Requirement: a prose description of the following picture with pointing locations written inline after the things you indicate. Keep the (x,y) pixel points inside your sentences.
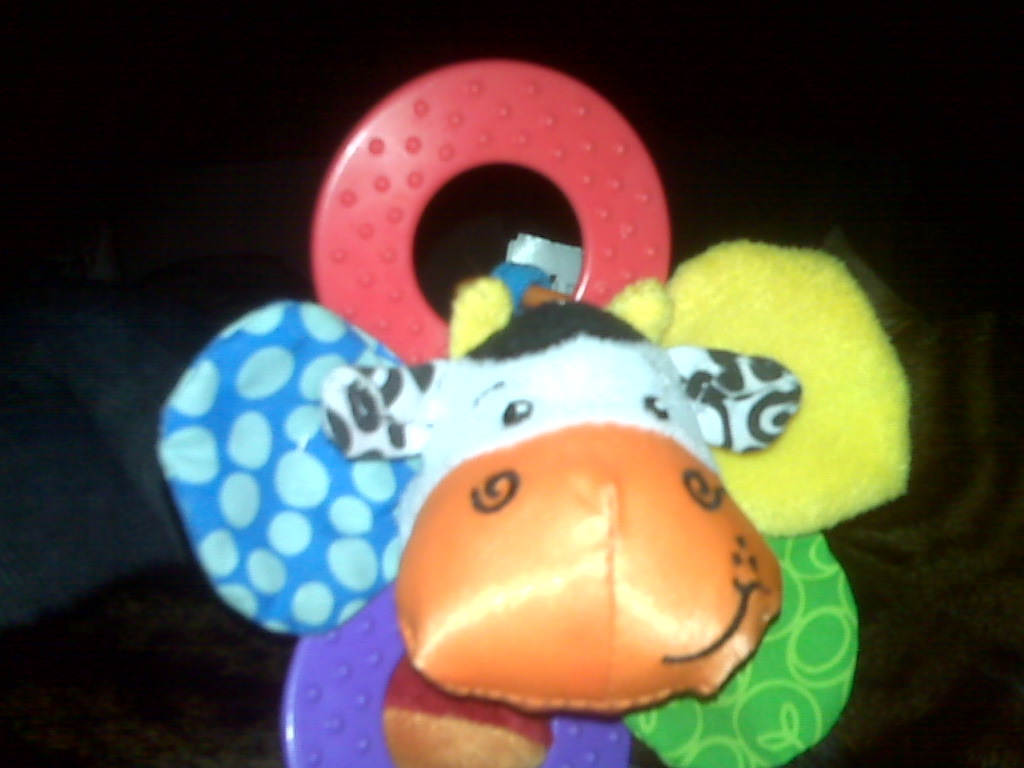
In the image we can see a doll (366,742).
